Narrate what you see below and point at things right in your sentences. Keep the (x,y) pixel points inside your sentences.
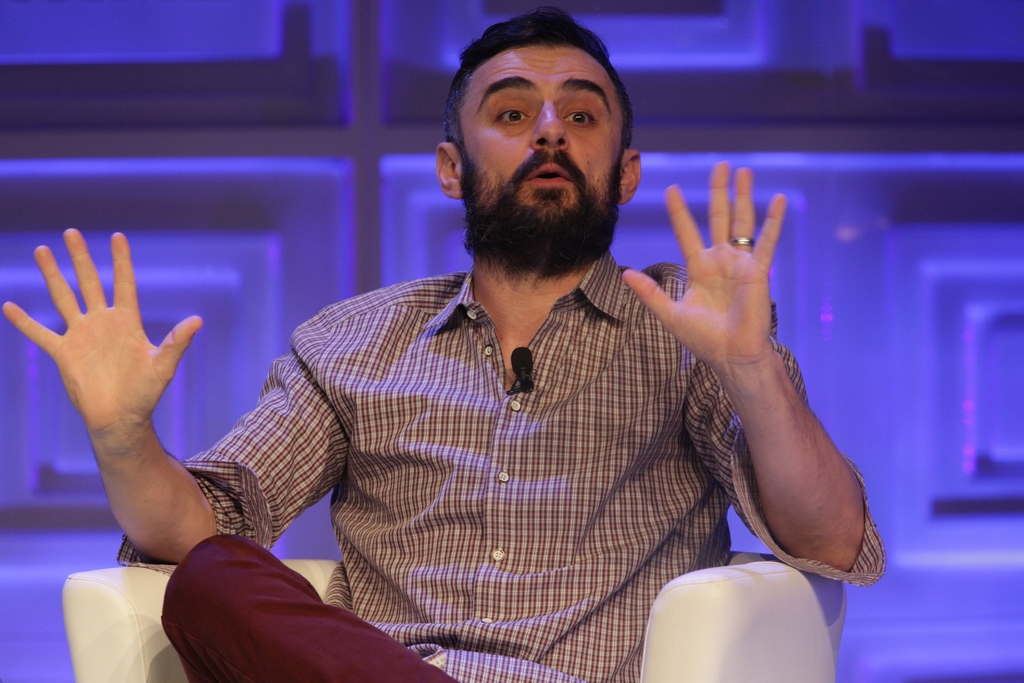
In the center of this picture (438,419) there is a man (442,338) with a beard (523,232) and a mustache (570,162), wearing a shirt (458,389) and sitting on a white color couch (161,609). In the background (802,49) there are some objects (267,98).
